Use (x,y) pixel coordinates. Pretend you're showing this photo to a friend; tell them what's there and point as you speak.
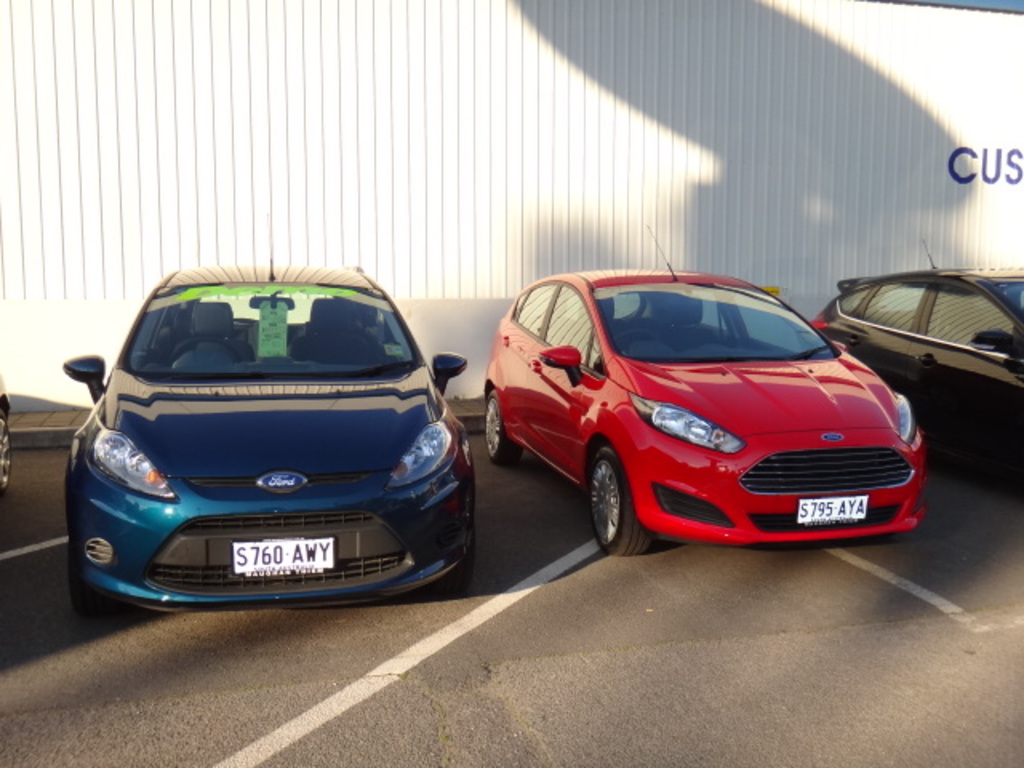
In the center of the picture (395,431) there are cars (442,356). In the foreground (477,653) there is road (450,663). In the background (515,87) there is a white color object (372,148) might be wall (420,138).
